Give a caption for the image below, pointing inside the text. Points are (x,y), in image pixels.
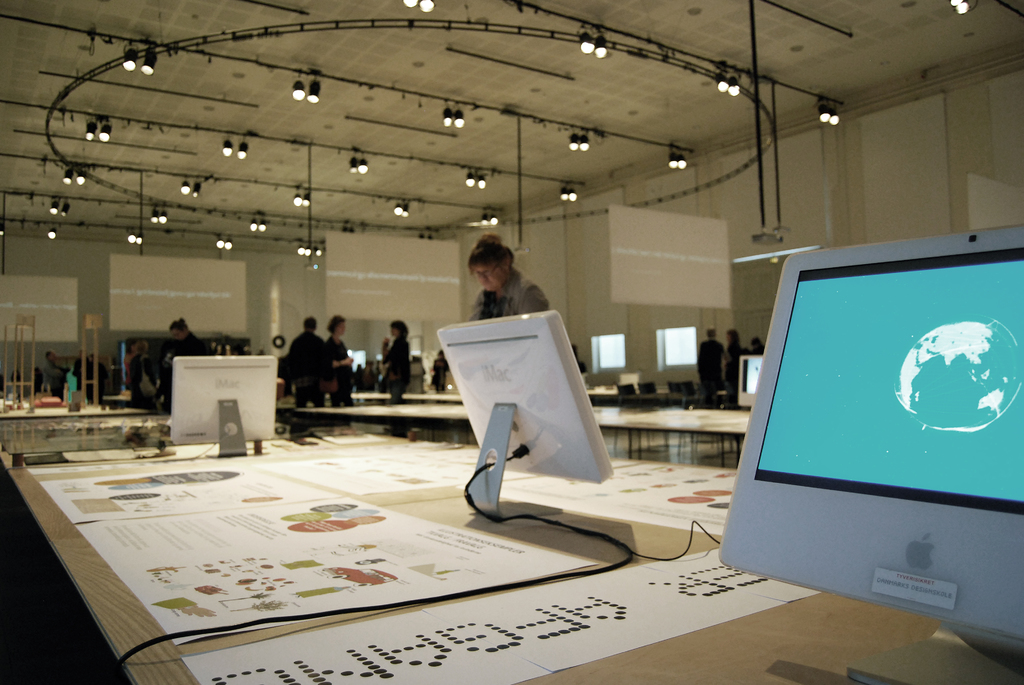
In this picture we have a table (751,646) on the table (766,651) we have so many papers (372,488) and computers (901,494) one woman (494,291) is standing here and looking into the papers (384,458) back side we can see so many people (433,382) are standing and talking to each other.
